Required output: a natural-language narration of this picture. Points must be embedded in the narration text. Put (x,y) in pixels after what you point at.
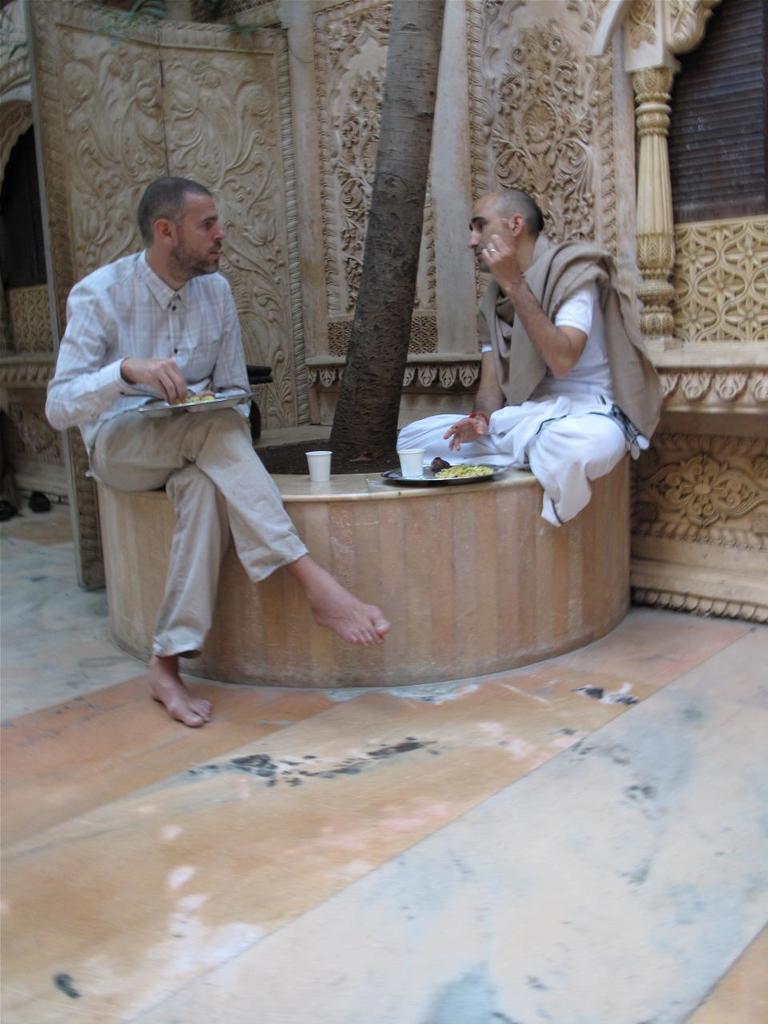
This picture is taken inside the room (765,936). In this image, in the middle (493,394), we can see two men (551,422) are sitting on the bench (551,570). On the left side (209,312), we can see a man (209,445) sitting and holding a plate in his hand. In the background (205,96), we can see a wooden trunk (414,236) and a wall (514,174) with some pictures (688,249).
